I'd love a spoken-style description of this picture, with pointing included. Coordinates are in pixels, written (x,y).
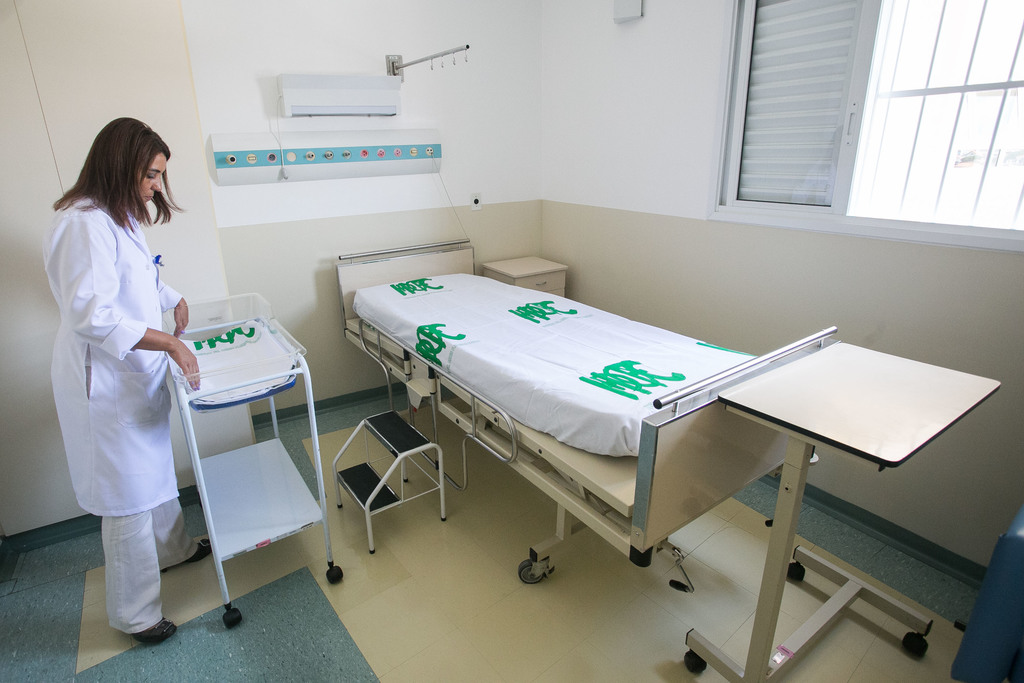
This picture is clicked inside the room (613,560). On the right corner (801,447) there is a table (853,412) placed on the ground (815,656) and we can see a bed (488,418), staircase (397,459) and a cabinet (526,265) placed on the ground (567,598). On the left (125,190) there is a woman (86,319) wearing white color dress (128,303) and standing on the ground (407,511) and we can see a trolley (285,346) placed on the ground (311,575). In the background (979,40) we can see the window (894,114), window blind (789,109), metal rod (442,54) and an air conditioner (309,114) and a cupboard (113,88).
